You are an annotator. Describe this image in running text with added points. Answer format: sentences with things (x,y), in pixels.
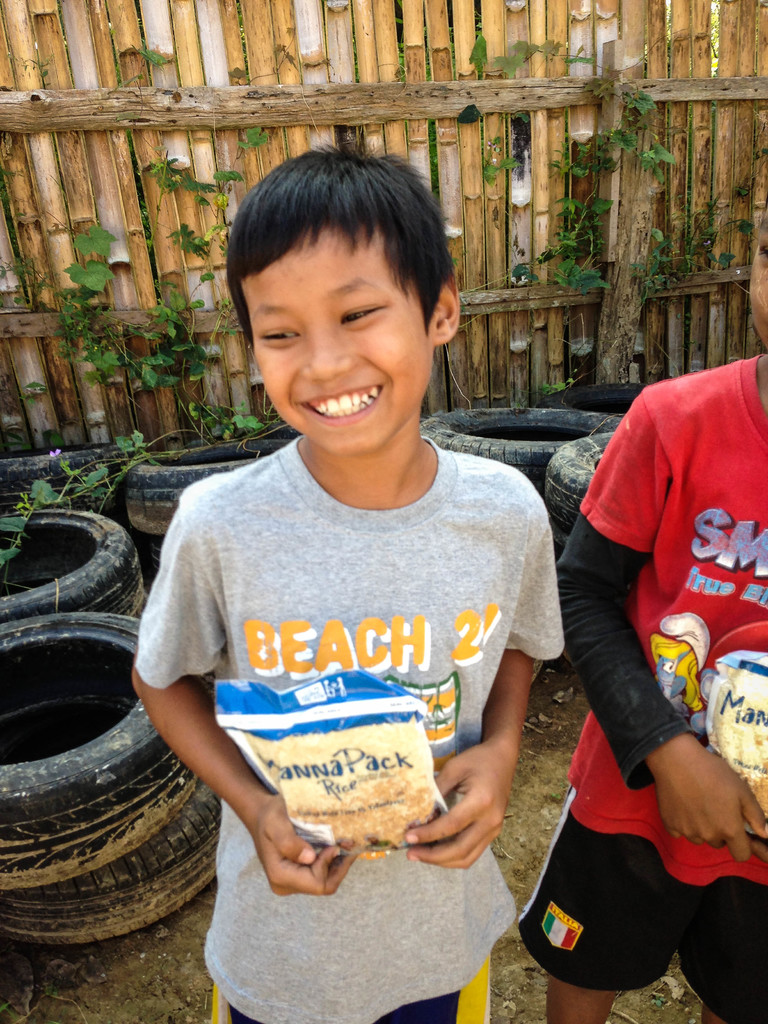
In this image we can see two boys (319,948) standing and holding packets (336,818). In the background (117,795) there are tires (103,892) and a fence (421,6). We can see creeper plants (116,343).
